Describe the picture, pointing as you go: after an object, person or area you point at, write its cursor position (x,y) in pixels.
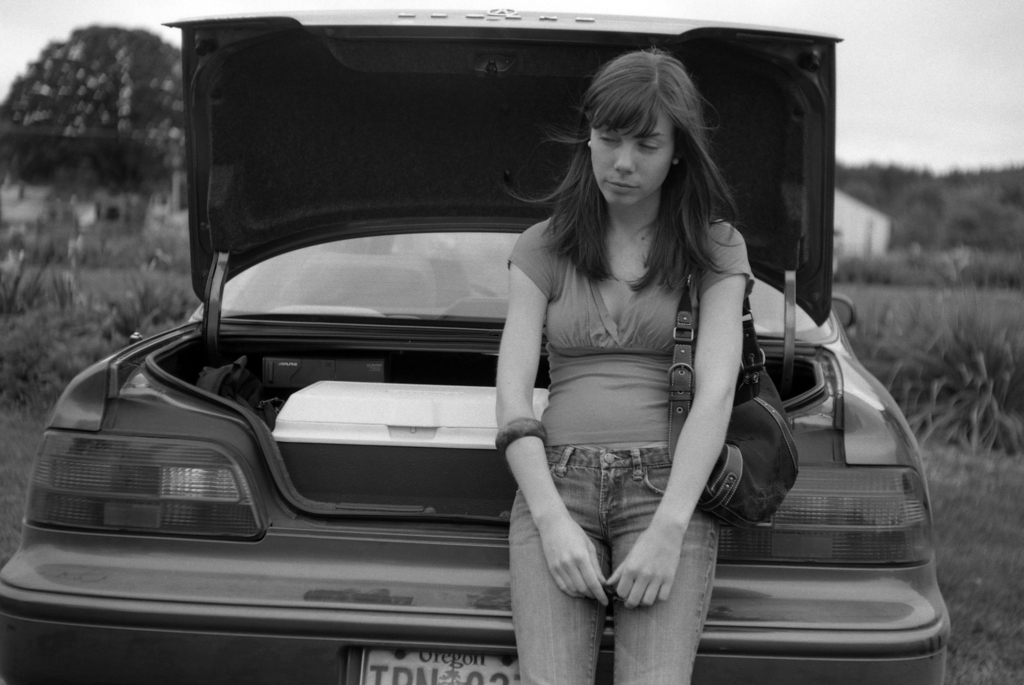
This is a black and white image. There is a car (537,36) in the middle (342,283). There is a person (523,427) in the middle (579,348). There are trees (30,68) on the left side (56,79). There is sky (812,28) at the top (953,27).
